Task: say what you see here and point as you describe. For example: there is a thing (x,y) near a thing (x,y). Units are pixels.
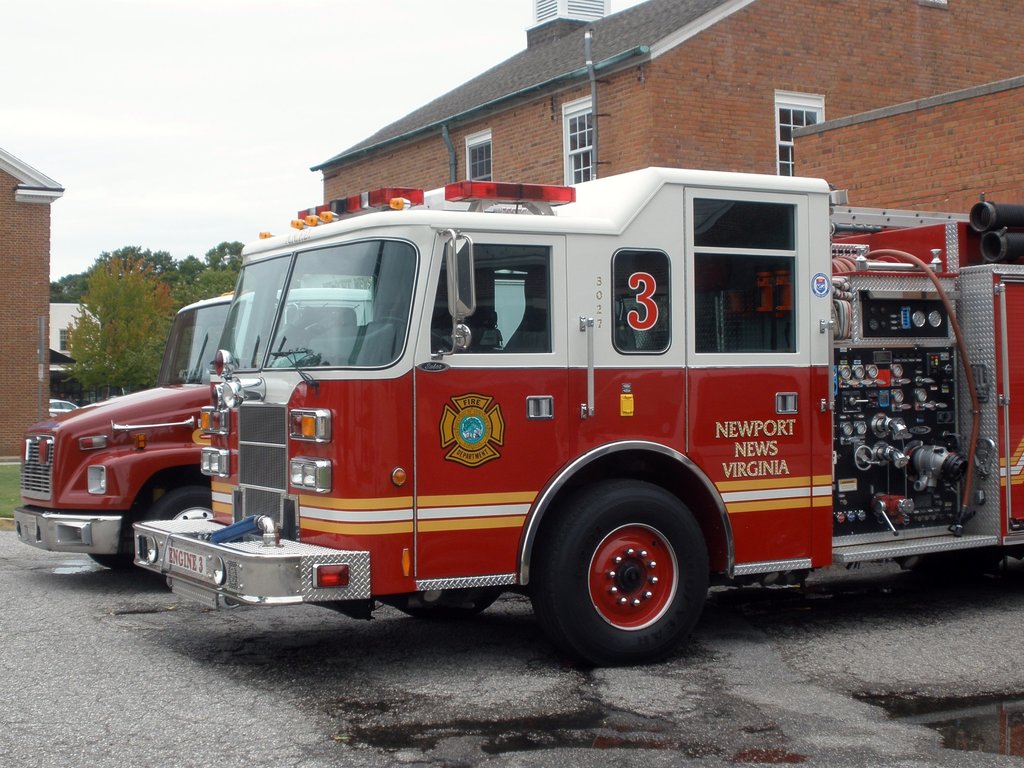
In this picture we can see few fire trucks (244,392) and a car (53,413), beside to the fire trucks (261,362) we can find few buildings (506,141) and trees (156,273).
